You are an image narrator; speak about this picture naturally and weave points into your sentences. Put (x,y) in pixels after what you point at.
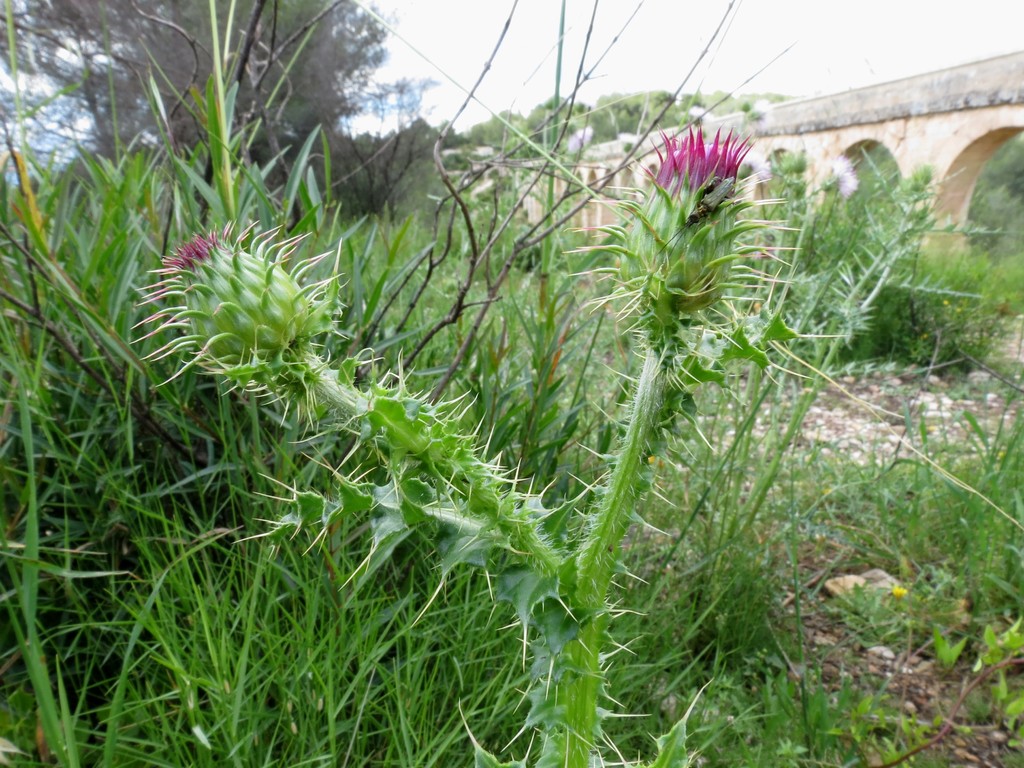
At the bottom of the picture (592,592), we see grass (629,562), plants (5,278) and buds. In the background (397,198), there are many trees (416,157) and we even see the bridge (938,105) and stones (884,381). At the top of the picture (697,83), we see the sky (860,41).
